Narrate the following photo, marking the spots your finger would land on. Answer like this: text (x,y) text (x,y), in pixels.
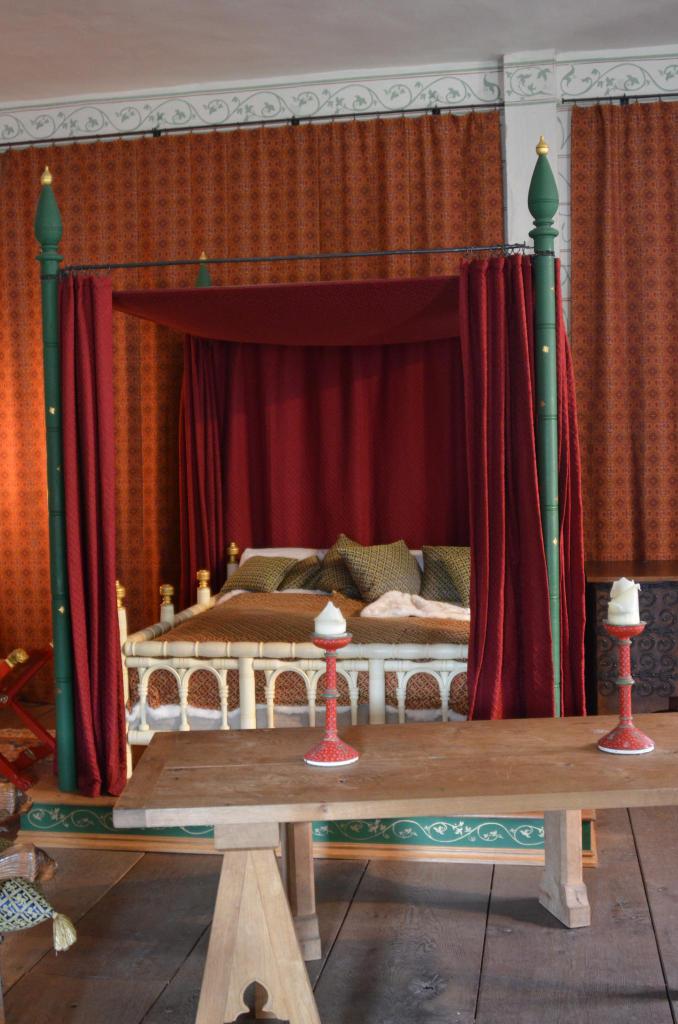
In this image there is a table (398,743) with two items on it, there are pillows (457,596), a four poster bed (406,853), curtains (485,126), and in the background (540,131) there is a wall (540,131).
